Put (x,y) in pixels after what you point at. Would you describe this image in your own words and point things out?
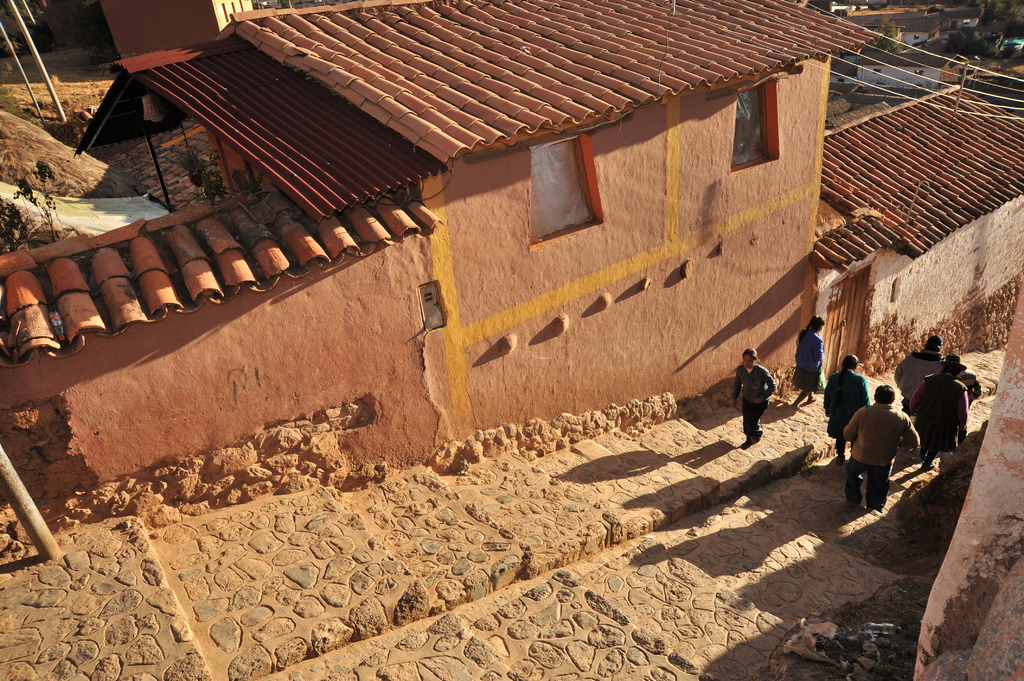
On the right side of the image (835,425), we can see people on the stairs (672,503). In the background (451,268), there are houses (494,121) and we can see poles (49,89) along with wires (959,86) and there are trees (952,52) and plants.
